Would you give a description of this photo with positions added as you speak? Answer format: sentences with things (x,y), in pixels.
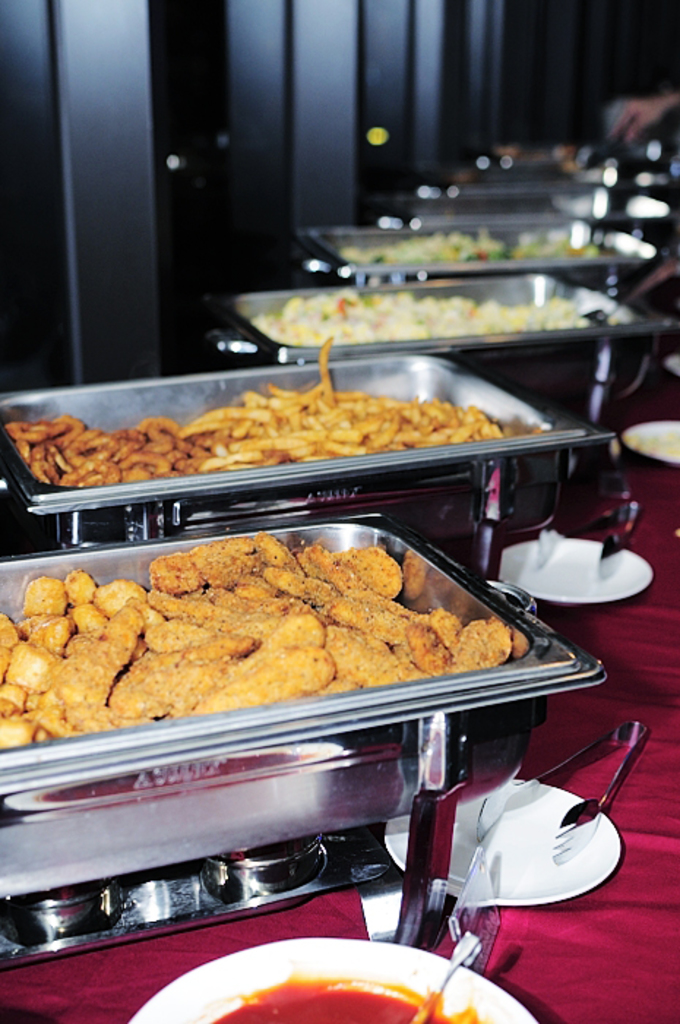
In this image, we can see some plates (550,863), spoons (558,855), a bowl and some food items (563,151) in containers (443,751) are placed on a red colored cloth (618,806). We can also see the wall (79,112) and the hand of a person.
